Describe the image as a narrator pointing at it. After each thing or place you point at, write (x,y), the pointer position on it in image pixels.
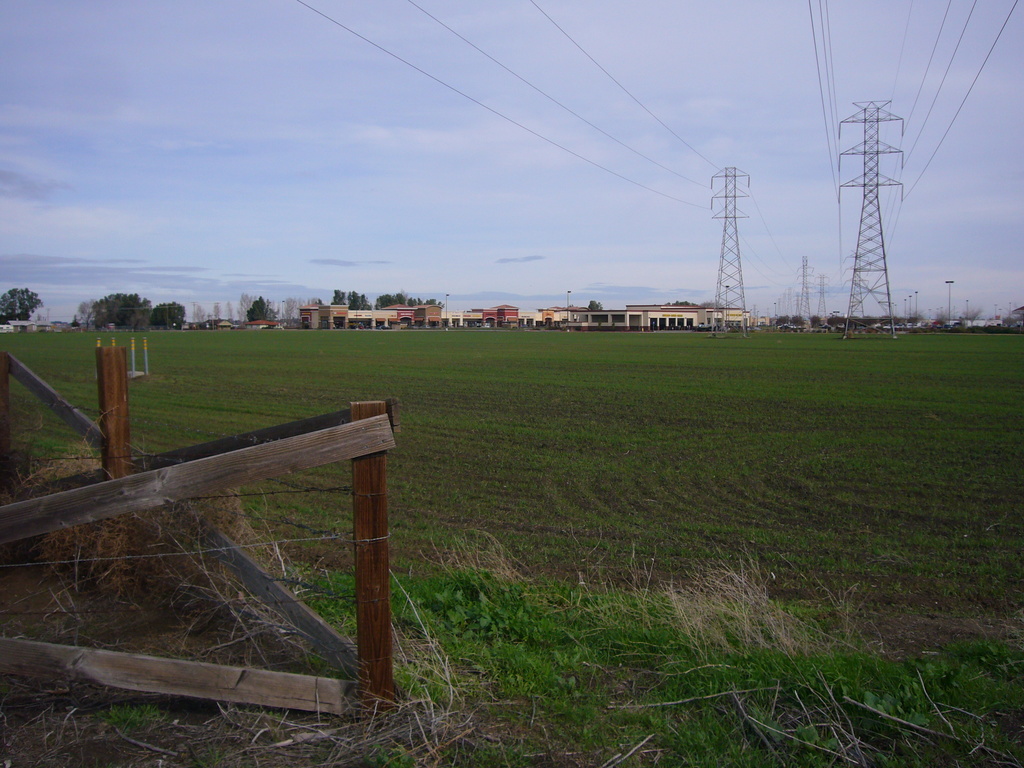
In this image there is a fence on the grassland (798,452). Right side (720,271) there are few towers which are connected with wires (595,62). Background there are few buildings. Top of the image (207,154) there is sky (207,154).
